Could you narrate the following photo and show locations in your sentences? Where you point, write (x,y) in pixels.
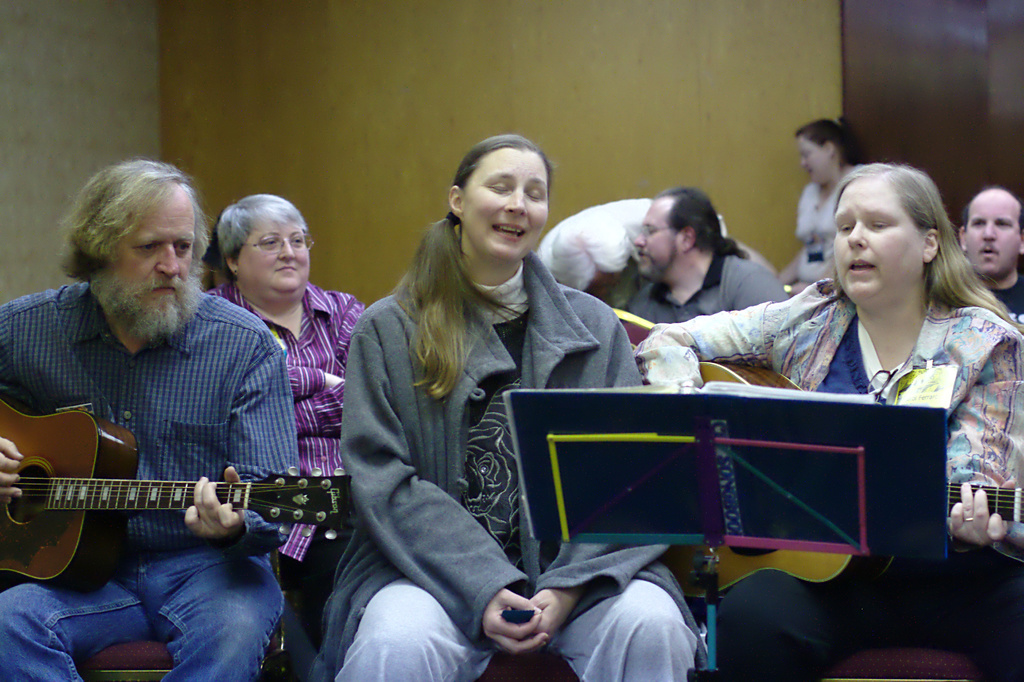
A woman (364,401) sitting in the middle of the image (365,423) is singing and a woman (985,571) at the right side of a image holding a guitar (822,574). There is a book (744,492) on a stand (853,549) in the front side of image (848,522). At the left side (226,530) there is a person (31,310) holding a guitar (137,495) and playing it. A woman (302,553) sitting at the backside of this person (201,344) is wearing a violet colour shirt (313,290). There are few people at the back side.
